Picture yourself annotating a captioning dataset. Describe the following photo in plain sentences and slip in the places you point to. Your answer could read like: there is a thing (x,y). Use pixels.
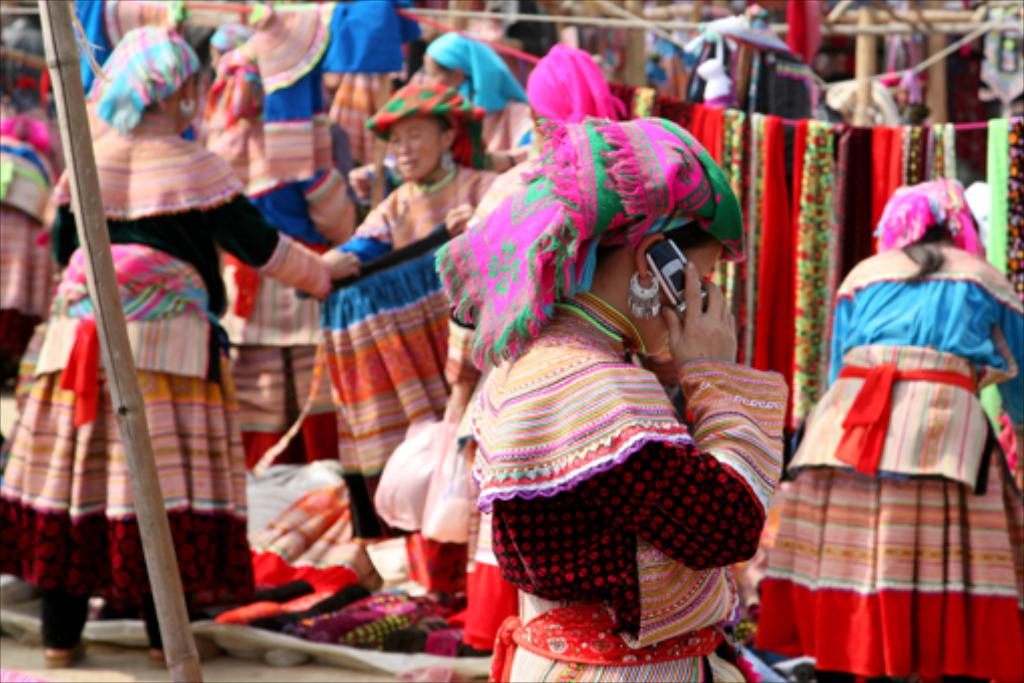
There are people (991,380) and this woman (712,342) holding a mobile (671,273) and we can see wooden pole (78,87). We can see clothes (912,78) and ropes (643,19).
